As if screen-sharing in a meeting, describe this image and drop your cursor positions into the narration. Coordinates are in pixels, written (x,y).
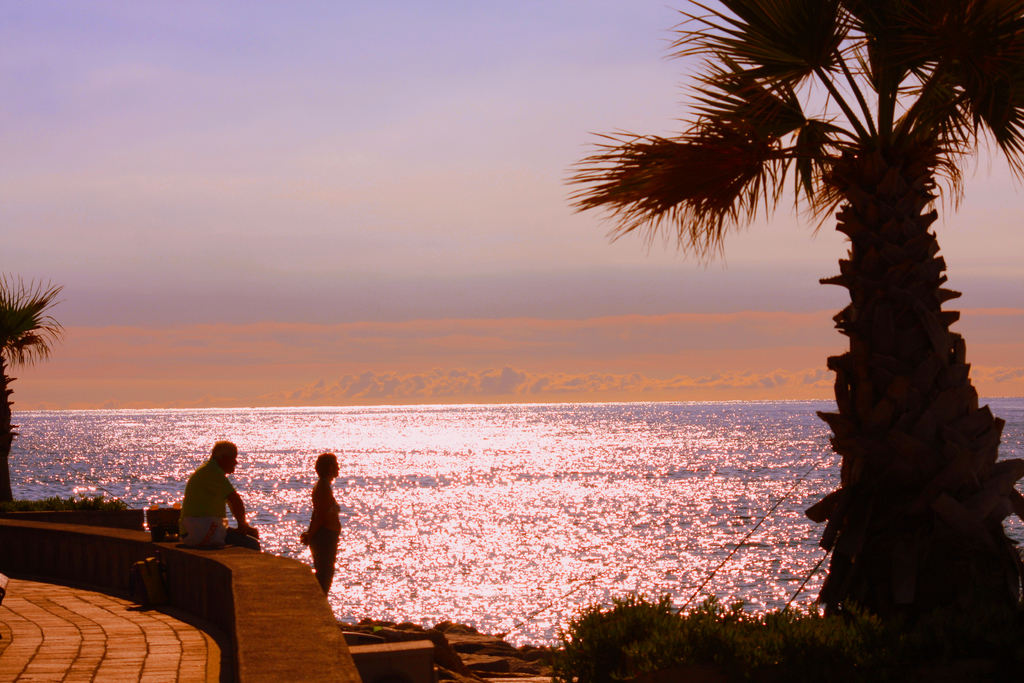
In this image we can see the sea (562,535), the two big trees (916,310), some bushes (44,510), some rocks (477,662), some objects (153,536) on the surface (172,546), one man (188,527) sitting on the wall (253,571), one footpath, one woman (327,539) is standing near to the sea (377,578) and at the top (473,165) there is blue, reddish sky (572,281).
